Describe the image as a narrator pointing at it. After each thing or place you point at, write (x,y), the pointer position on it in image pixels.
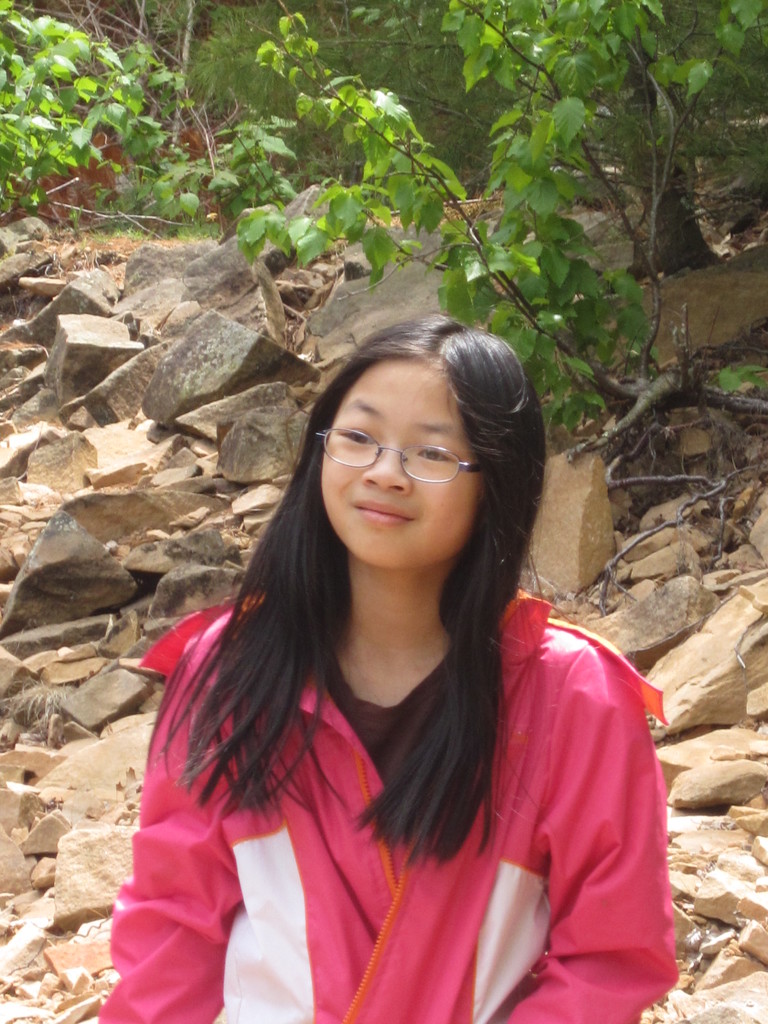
In the picture we can see a girl (588,940) standing, she is with a pink color jacket (551,990) and behind her we can see rocks (579,563) and plants (208,76).
